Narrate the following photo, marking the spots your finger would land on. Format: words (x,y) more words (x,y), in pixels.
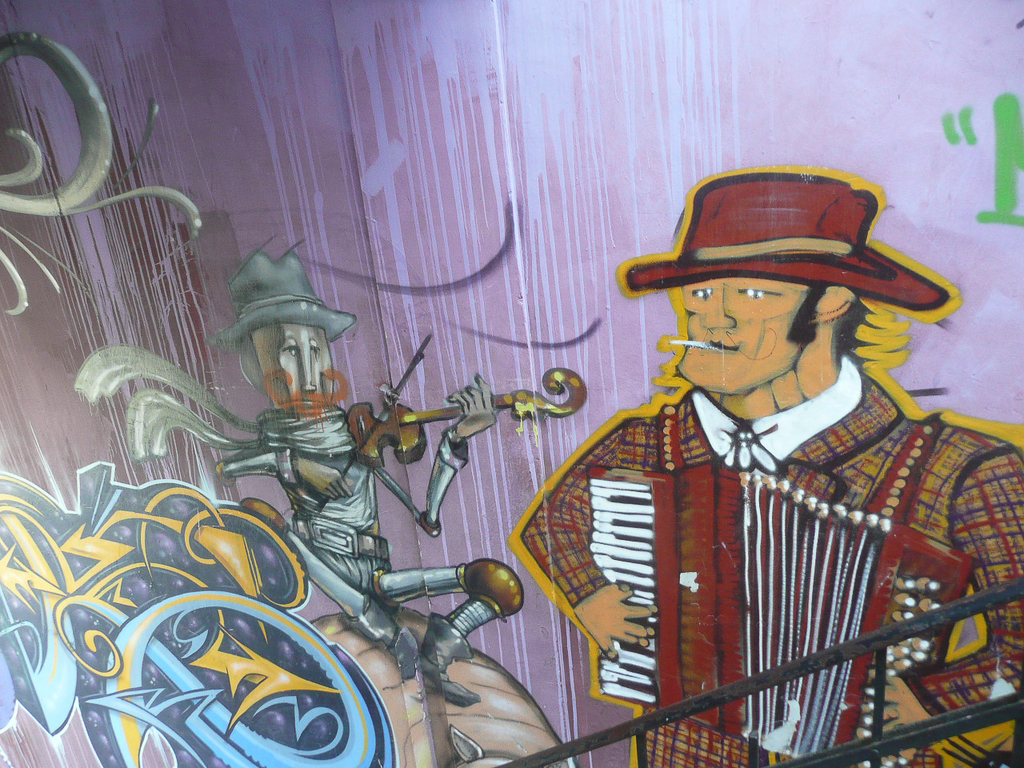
In the picture we can see a painting (970,140) with a man (840,379) standing and holding a musical instrument (821,592) and playing it and he is with a hat (697,233) and beside him we can see a doll (336,516) holding a musical instrument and playing it and beside it we can see some designs (191,497).
